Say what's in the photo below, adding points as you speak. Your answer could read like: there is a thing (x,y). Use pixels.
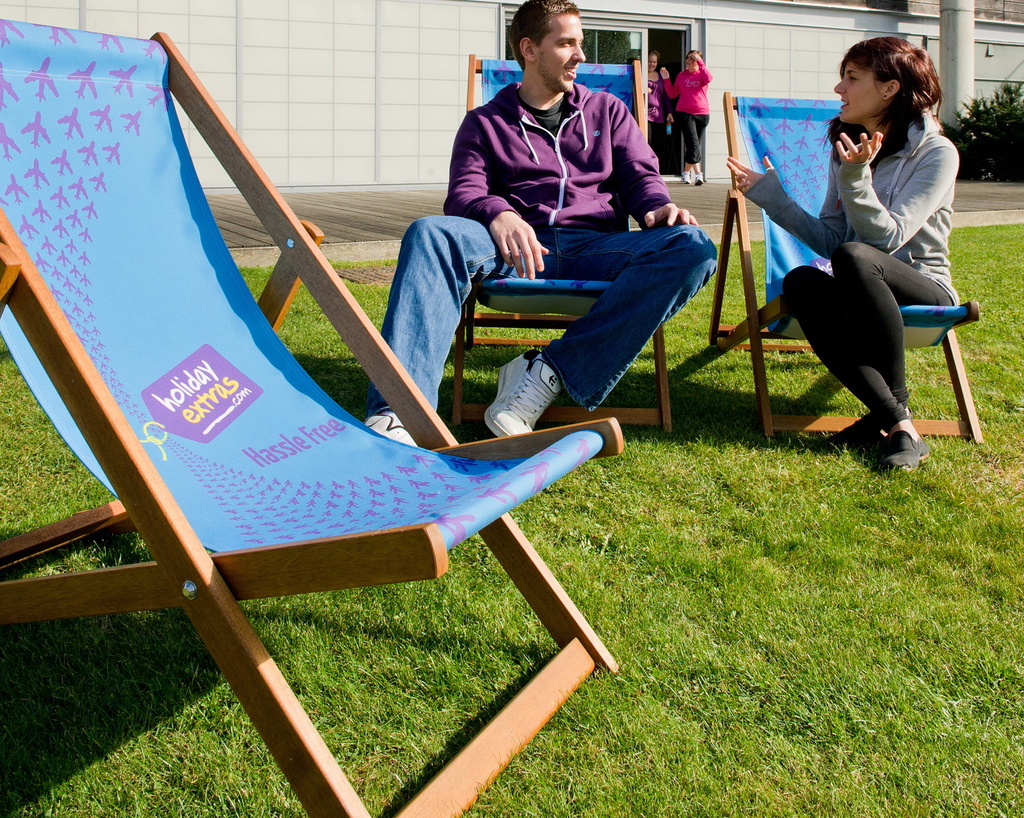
In this picture we can see three chairs (281,371), and two people (769,199) are seated on it in the grass (798,654), in the background (704,116) two persons (694,102) are walking and we can see couple of buildings (964,93) and plants (975,111).
